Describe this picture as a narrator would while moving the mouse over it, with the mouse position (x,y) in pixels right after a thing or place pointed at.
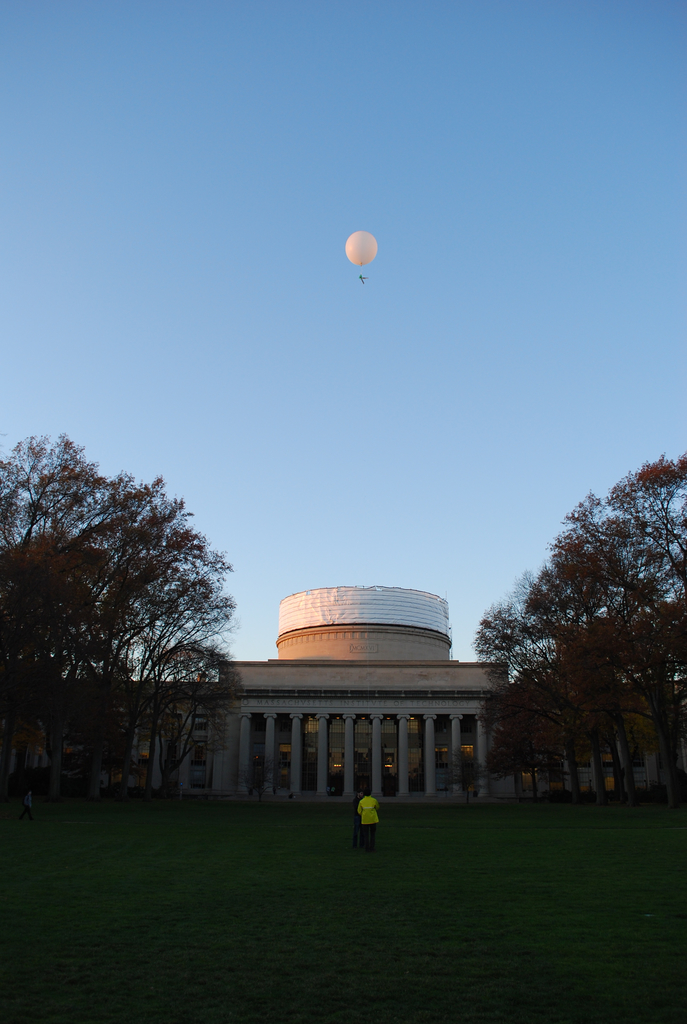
There is grass lawn (415,923). On that two persons (372,820) are standing. In the background (311,687) there is a building (328,726) with pillars (324,764). On the sides there are trees (593,681). In the background (449,435) there is a balloon (372,246) and sky (506,417).
